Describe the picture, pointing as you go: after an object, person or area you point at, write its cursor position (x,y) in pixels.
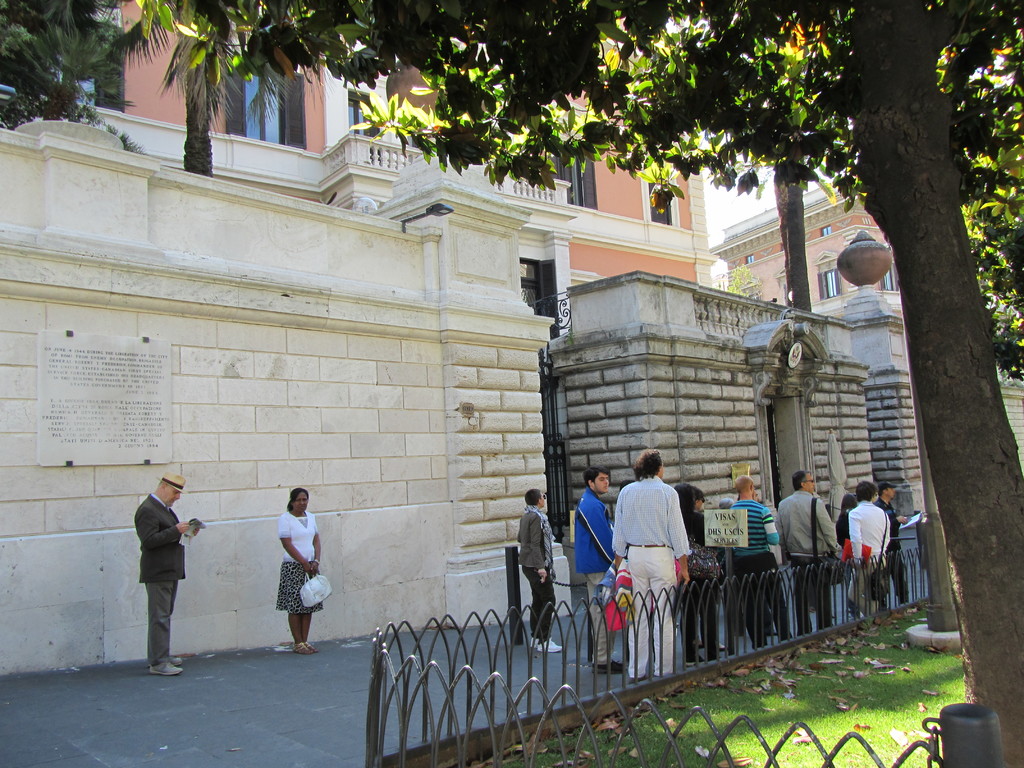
In this picture we can see a group of people (685,508) standing on the ground (325,662), fence (597,613), grass (853,665), trees (268,84) and in the background (553,270) we can see buildings (542,226) with windows (828,272).
